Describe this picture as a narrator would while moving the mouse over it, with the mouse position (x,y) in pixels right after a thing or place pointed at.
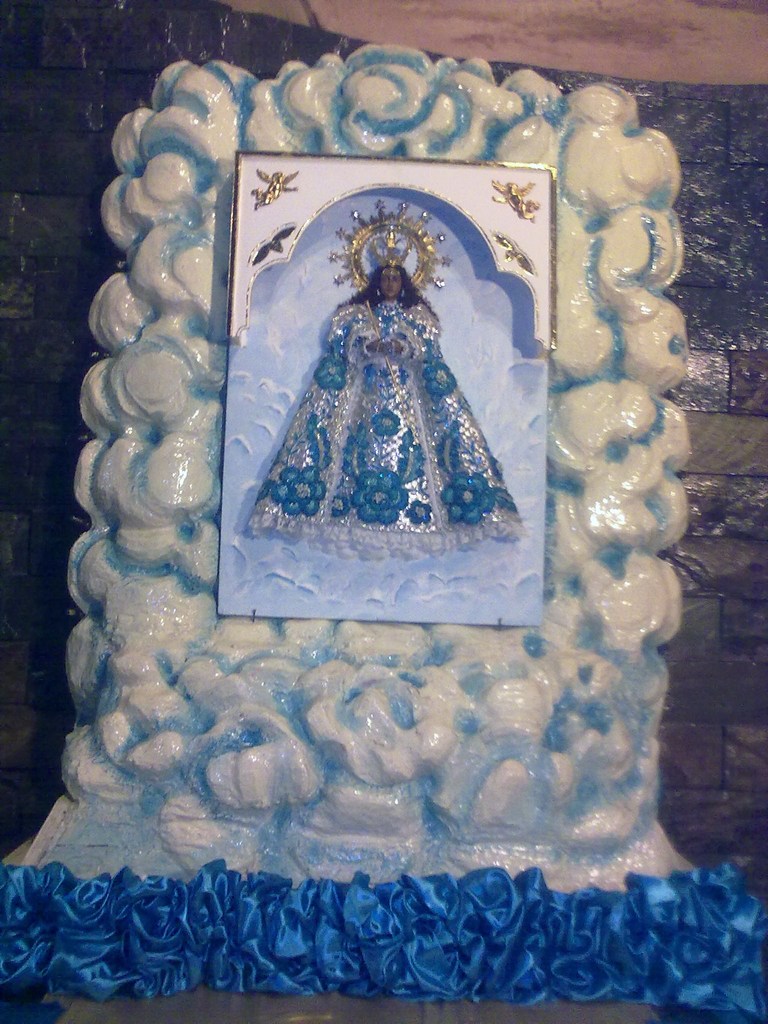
In this image we can see a sculpture (440,553) made with stone (363,122).
